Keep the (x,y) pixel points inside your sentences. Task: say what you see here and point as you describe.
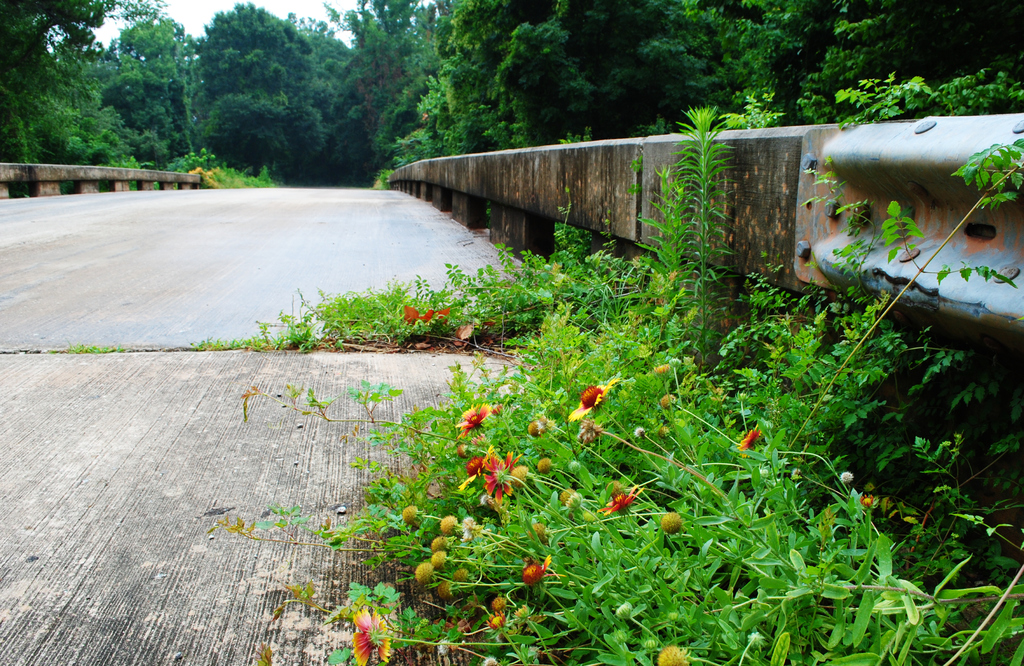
In this image I can see the concrete path (263,418), few plants (684,537) which are green in color, few flowers (548,465) which are yellow and red in color and the railing (121,186). In the background (376,27) I can see few trees (249,88) and the sky (337,31).
